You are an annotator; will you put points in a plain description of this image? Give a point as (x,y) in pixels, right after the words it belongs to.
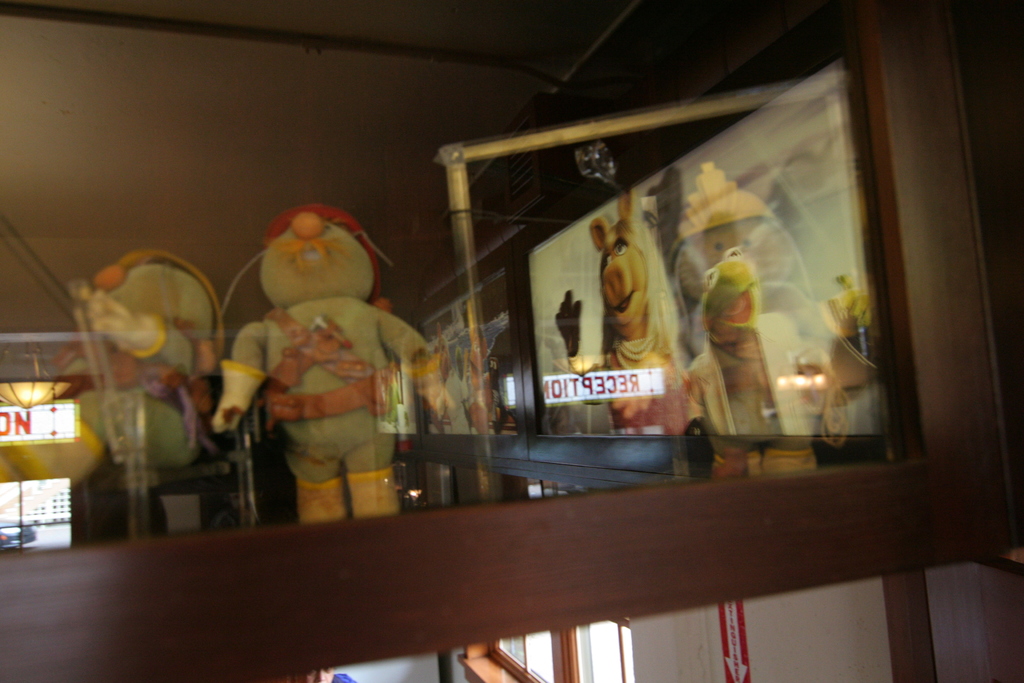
This image is taken indoors. At the bottom of the image (497,675) there is a wall (423,680) with a window (564,647). In the middle of the image (658,384) we can see there are a few toys (73,460) and a few things (671,257) on it.
